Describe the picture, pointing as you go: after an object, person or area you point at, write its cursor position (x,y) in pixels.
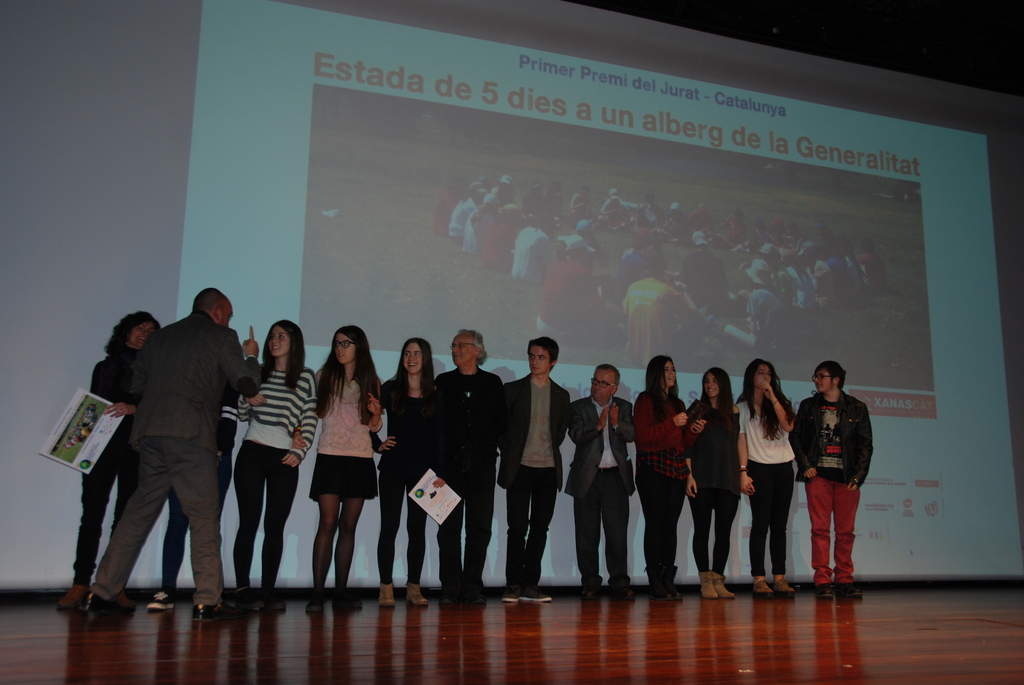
In this image in the center (362,416) there are persons (548,437) standing. In the background (510,263) there is a screen (653,263) and on the screen (613,221) there is the image of the persons (562,203) and there is some text (528,95) which is visible.
